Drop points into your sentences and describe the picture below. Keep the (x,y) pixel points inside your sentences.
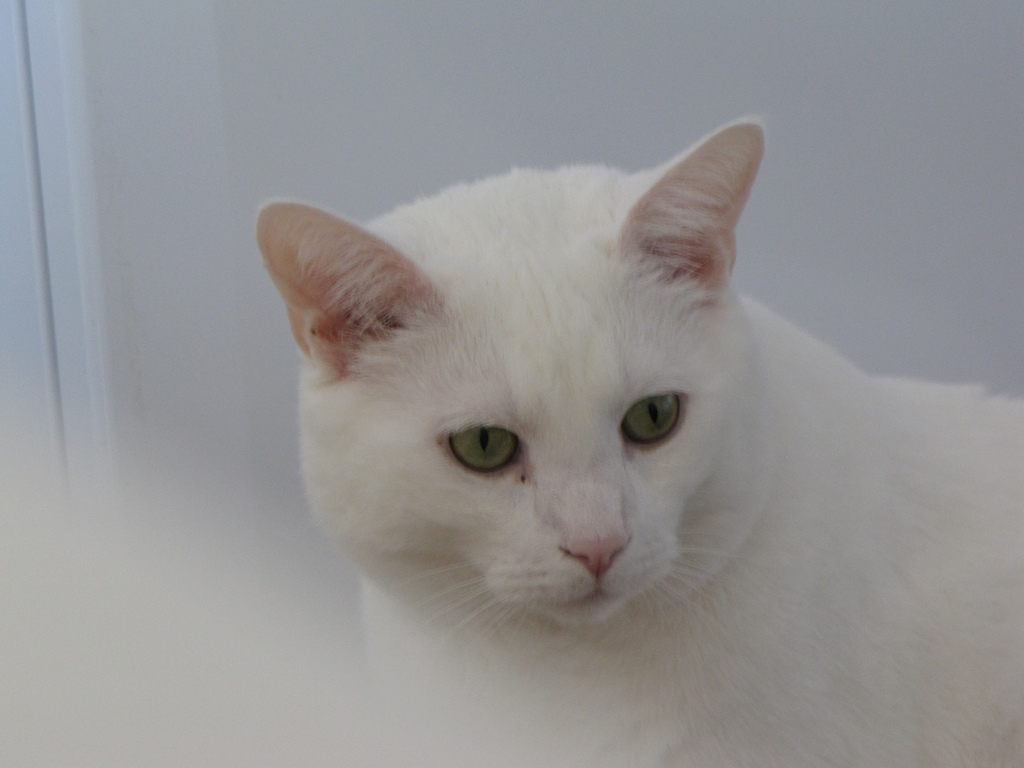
In this image we can see a cat (836,564) which is truncated. There is a white background (10,290).
